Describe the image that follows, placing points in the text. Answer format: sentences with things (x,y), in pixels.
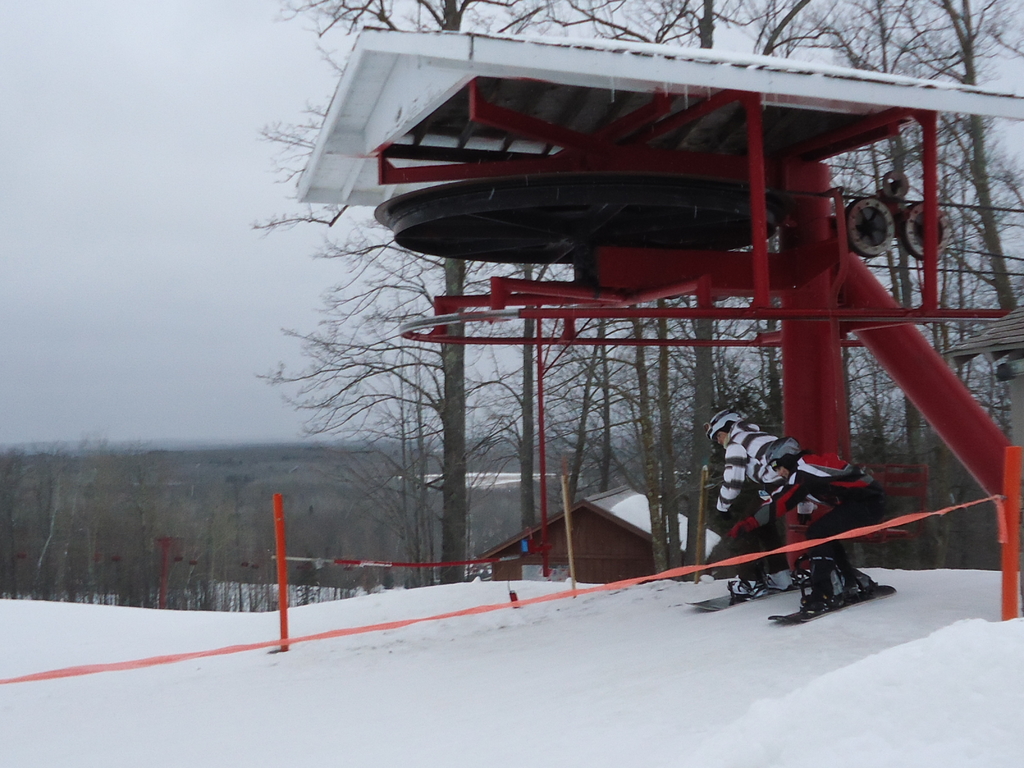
In the foreground of the image (559,620) we can see snow (511,674). In the middle of the image (624,500) we can see two persons (834,525) are on the skating board (846,603) and a house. On the top of the image (102,175) we can see an object (636,234) and the sky (181,220).
